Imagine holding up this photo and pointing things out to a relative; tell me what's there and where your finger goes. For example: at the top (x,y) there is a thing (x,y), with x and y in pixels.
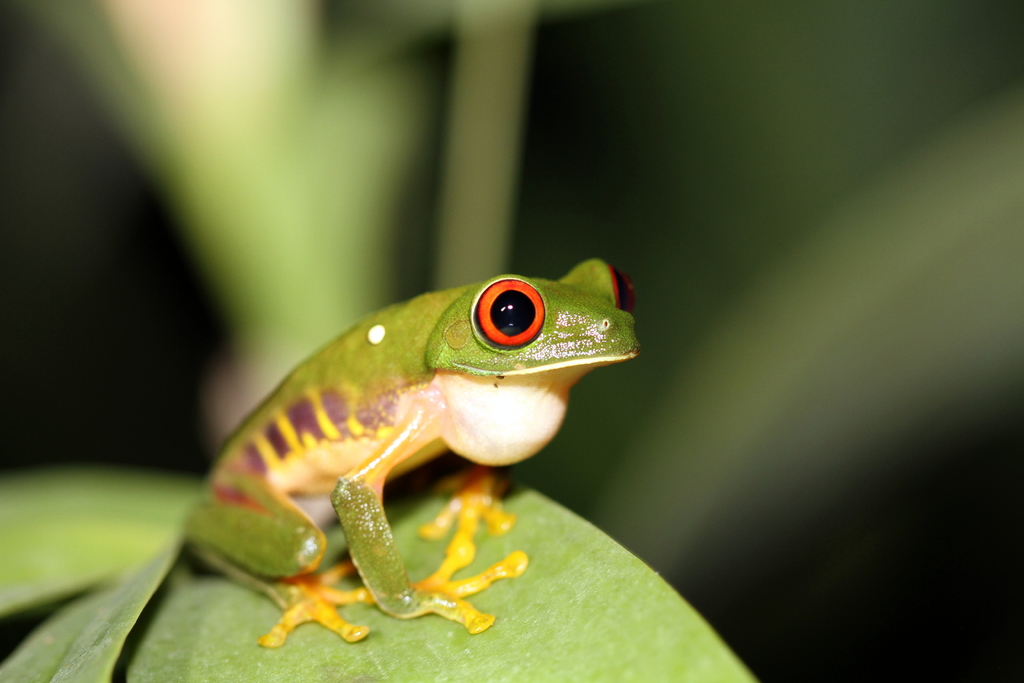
In this picture I can see a frog (349,477) on the leaf (591,618) and I can see blurry background (744,37).
